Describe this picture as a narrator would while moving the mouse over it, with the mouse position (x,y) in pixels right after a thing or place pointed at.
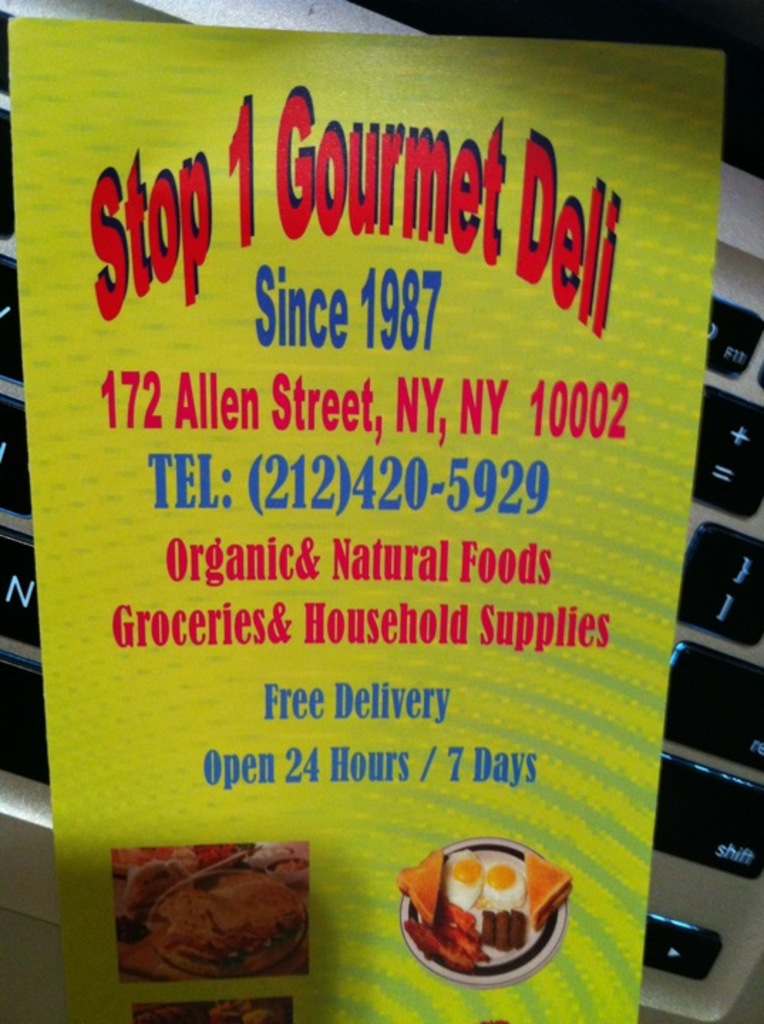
In the center of the image (348,500) we can see a board (320,608). In the background (722,760) there is a laptop (691,782).
